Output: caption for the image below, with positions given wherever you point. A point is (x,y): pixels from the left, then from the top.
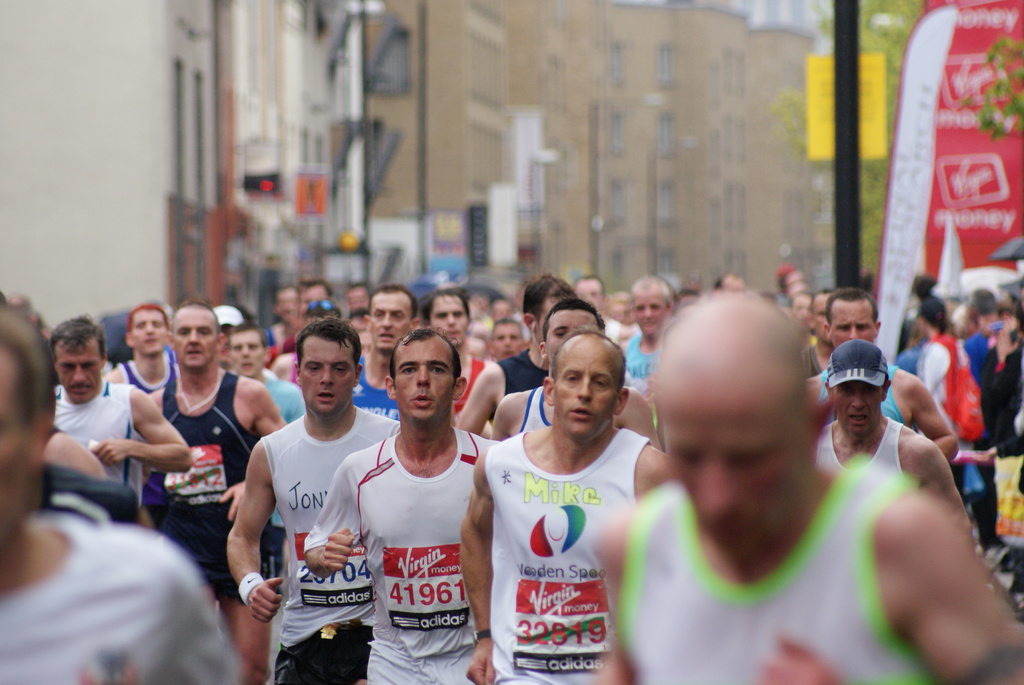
In this image there are a group of people (446,423) who are running, and in the background (344,106) there are some buildings (798,202), poles (845,166) and some boards (900,129) and trees (881,200).
